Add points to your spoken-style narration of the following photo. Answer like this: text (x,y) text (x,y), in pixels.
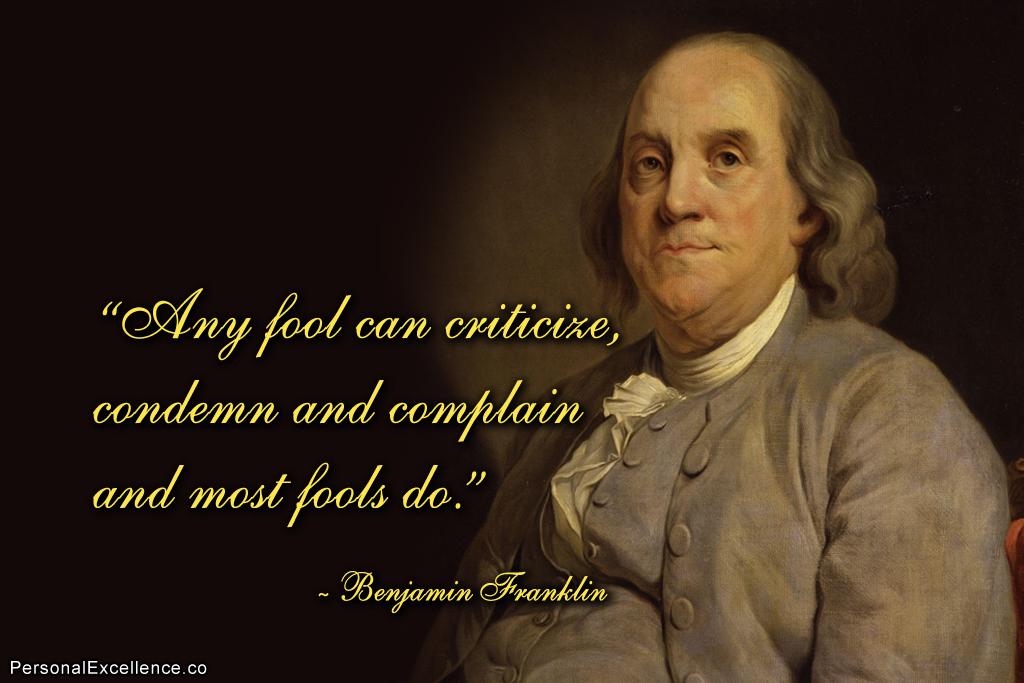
This image is a poster. On the left side of the image (180,341) there is a quote (554,336). On the right side of the image (701,114) there is a man (797,121). The background (39,36) is dark.
